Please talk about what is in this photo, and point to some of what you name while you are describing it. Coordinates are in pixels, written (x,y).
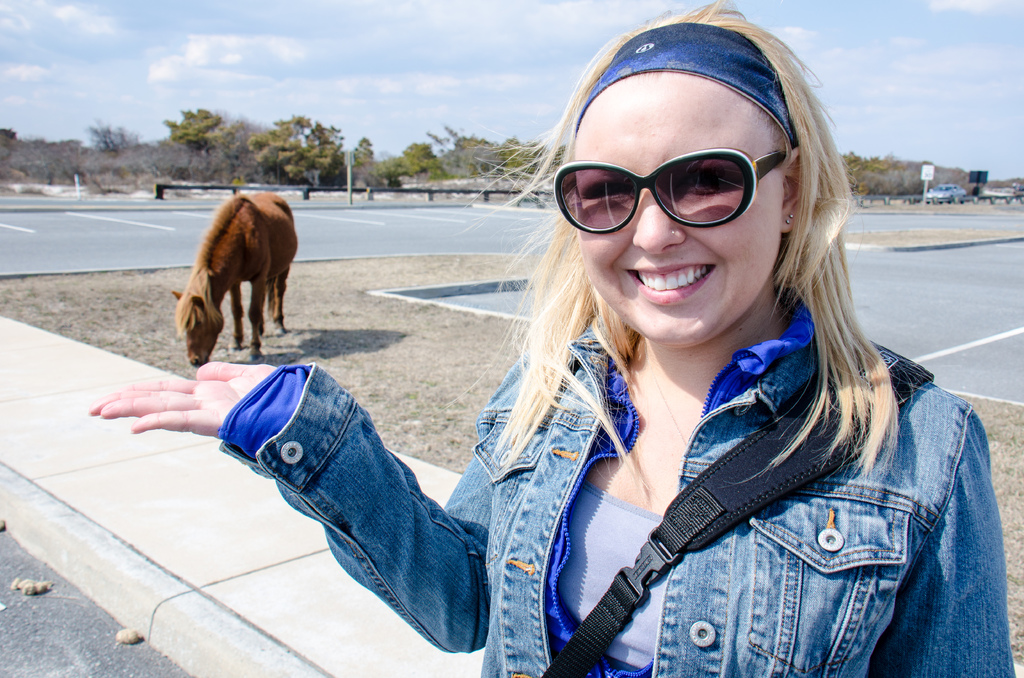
In this image, we can see a person (666,178) wearing spectacles (662,196). We can also see an animal (275,267) and a vehicle (941,195). We can some poles (925,193) with boards (978,179). We can see the ground (302,272) with some objects (914,202). We can also see the sky (423,36) with clouds (418,18). There are a few trees (409,160).
